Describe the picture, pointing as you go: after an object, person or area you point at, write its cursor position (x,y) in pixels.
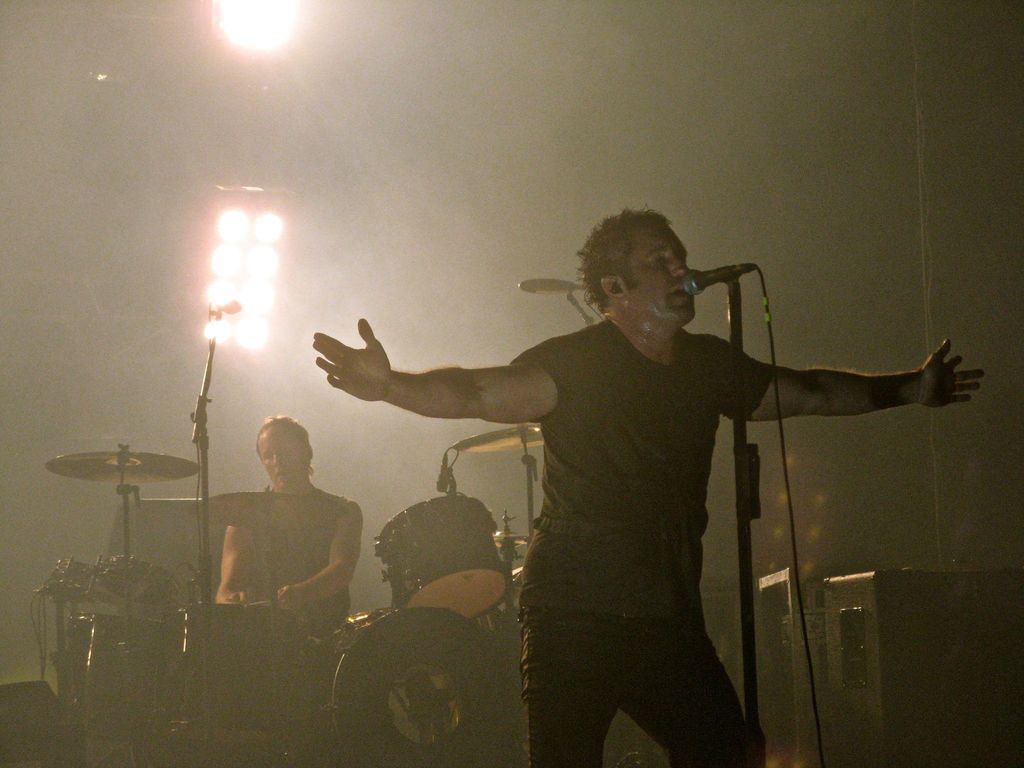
In this image, we can see a person (361,511) playing musical drums (236,611). There is an another person (586,415) standing in front of the mic (722,281). There is a speaker (908,592) in the bottom right of the image (930,692). There are lights (243,338) on the left side of the image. There is an another light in the top left of the image (232,30).
